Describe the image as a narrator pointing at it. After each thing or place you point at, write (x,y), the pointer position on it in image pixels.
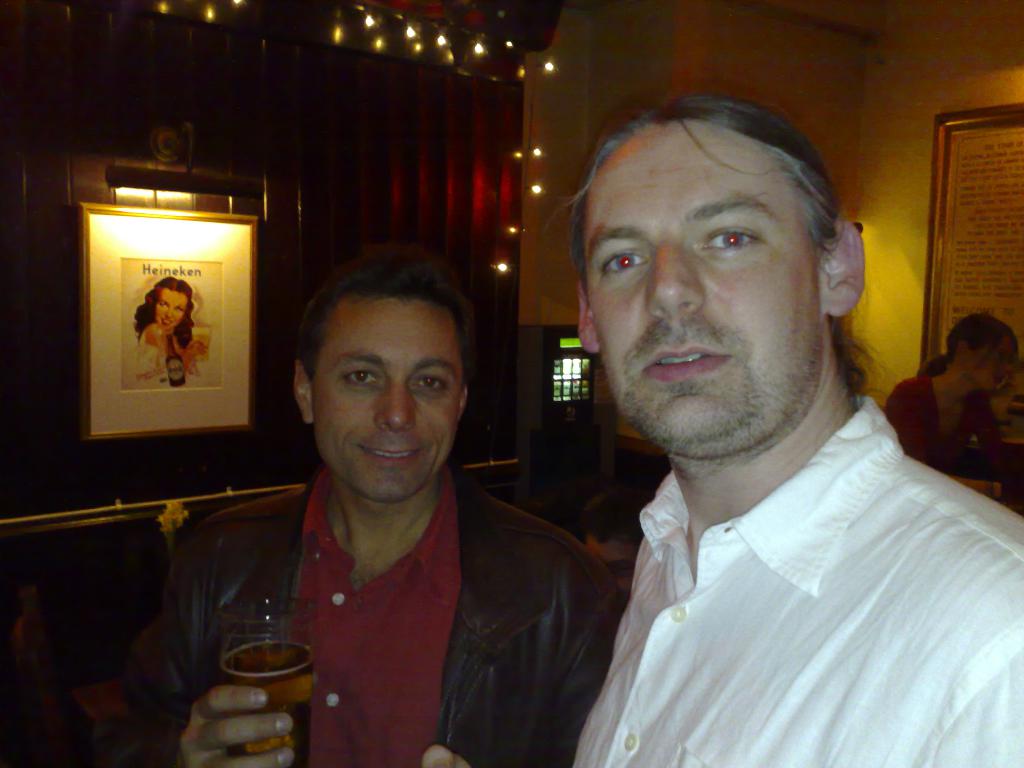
As we can see in the image there is a yellow color wall (886,196), photo frame (971,171), a poster (206,291), two people (350,497) standing in the front (350,483). The man (433,479) who is standing on the left side (341,492) is wearing black color jacket (454,650) and holding a glass (292,669) and the man (836,681) on the right side (888,600) is wearing white color shirt (875,589).
